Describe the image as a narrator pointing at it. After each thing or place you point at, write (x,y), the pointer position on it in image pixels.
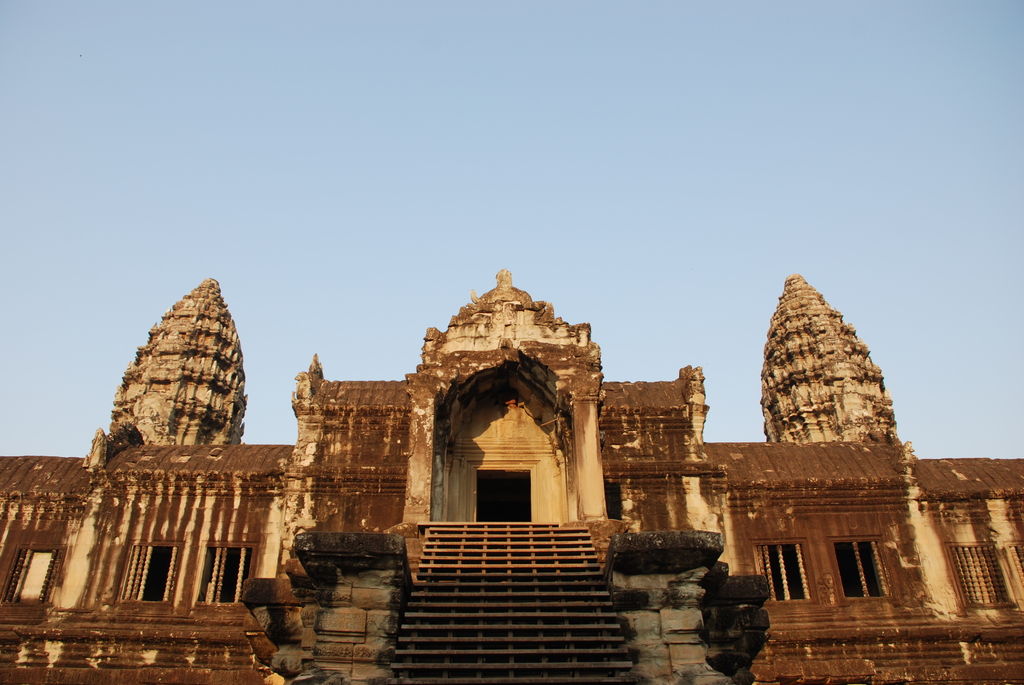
This picture is clicked outside. In the center (428,427) there is a building (344,437) and we can see the stairway (515,587). In the background (744,109) there is a sky (590,161).
